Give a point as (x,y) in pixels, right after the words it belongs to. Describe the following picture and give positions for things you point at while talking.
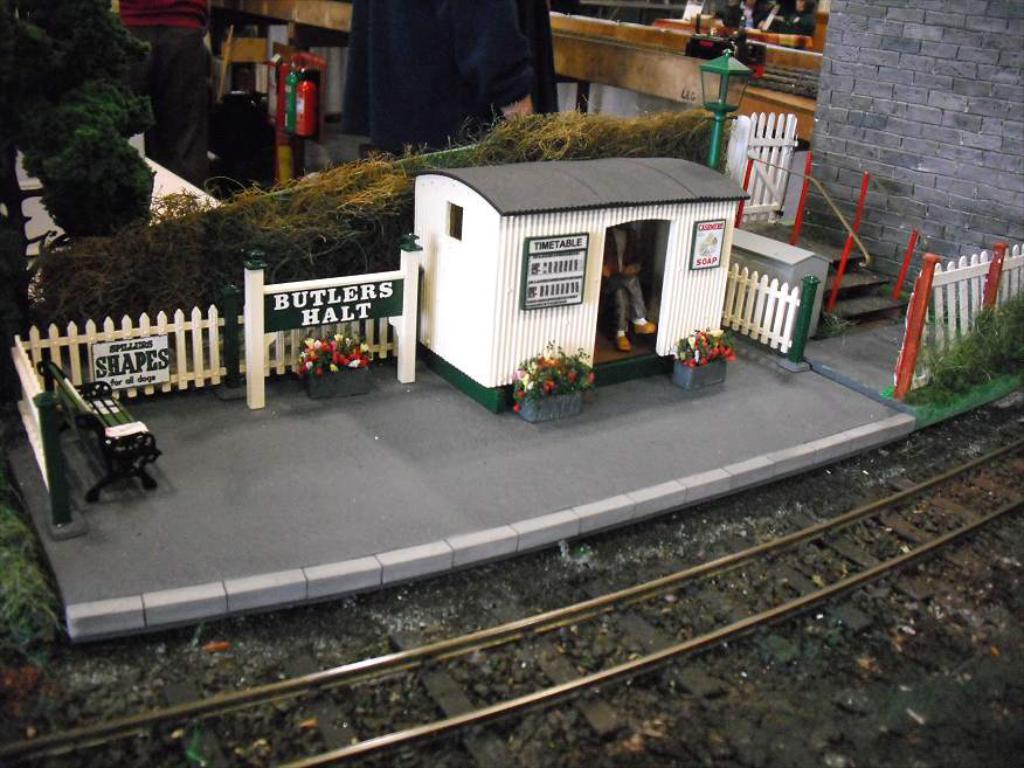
In this image there are persons (198,65) towards the top of the image (505,64), there are wooden objects (333,24) towards the top of the image (654,60), there are toys (807,74), there is a wall (957,70) towards the right of the image (946,187), there is a fence (954,264) towards the right of the image (973,263), there are plants (962,369), there is a building (712,280), there is a man (625,286) sitting inside the building (603,223), there are boards (297,307), there is text (367,295) on the boards (387,297), there is a bench (113,408), there are flowers (575,376), there are flower pots (547,410), there is a railway track (916,506) towards the bottom of the image (843,594), there is ground (699,732) towards the bottom of the image (818,658).
